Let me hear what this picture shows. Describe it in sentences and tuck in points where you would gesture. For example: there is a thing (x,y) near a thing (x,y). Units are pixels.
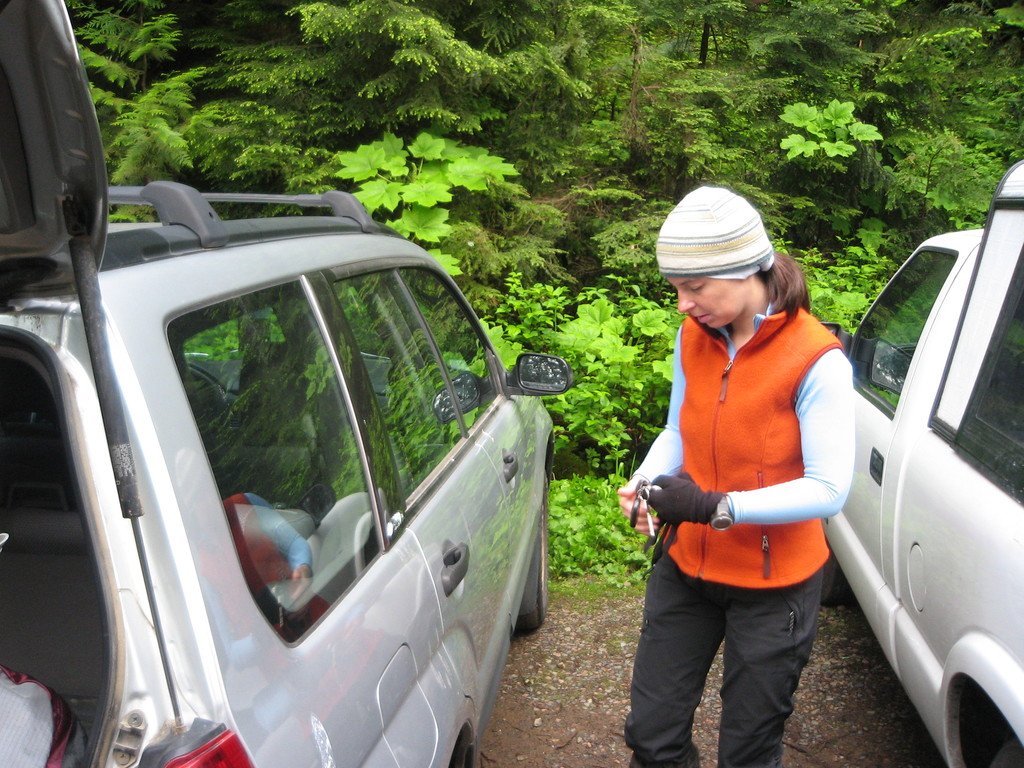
In this image in the front (722,517) there is a woman (745,528) standing and there are cars (869,514). In the background (536,144) there are trees (574,151).
